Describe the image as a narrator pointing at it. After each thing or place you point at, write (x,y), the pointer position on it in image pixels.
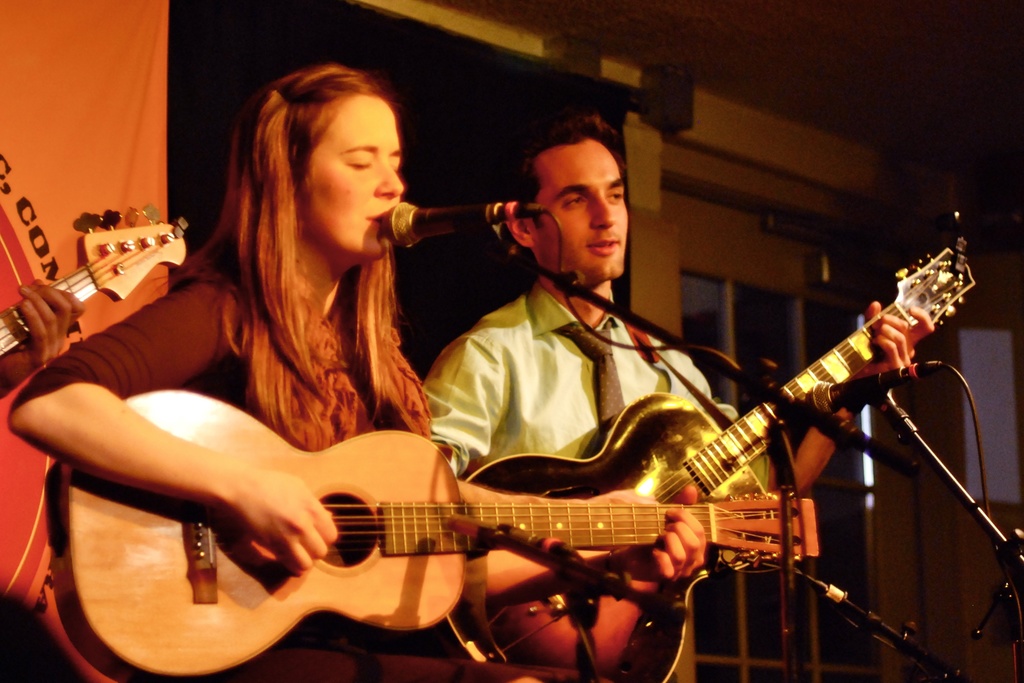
There is a man (500,348) and woman (395,362) holding guitar (444,456) and playing. Woman (256,301) is singing song. In front of them there are mics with mic stands (787,400). In the back (111,100) there is a banner (159,83). Also there are windows (706,312).
